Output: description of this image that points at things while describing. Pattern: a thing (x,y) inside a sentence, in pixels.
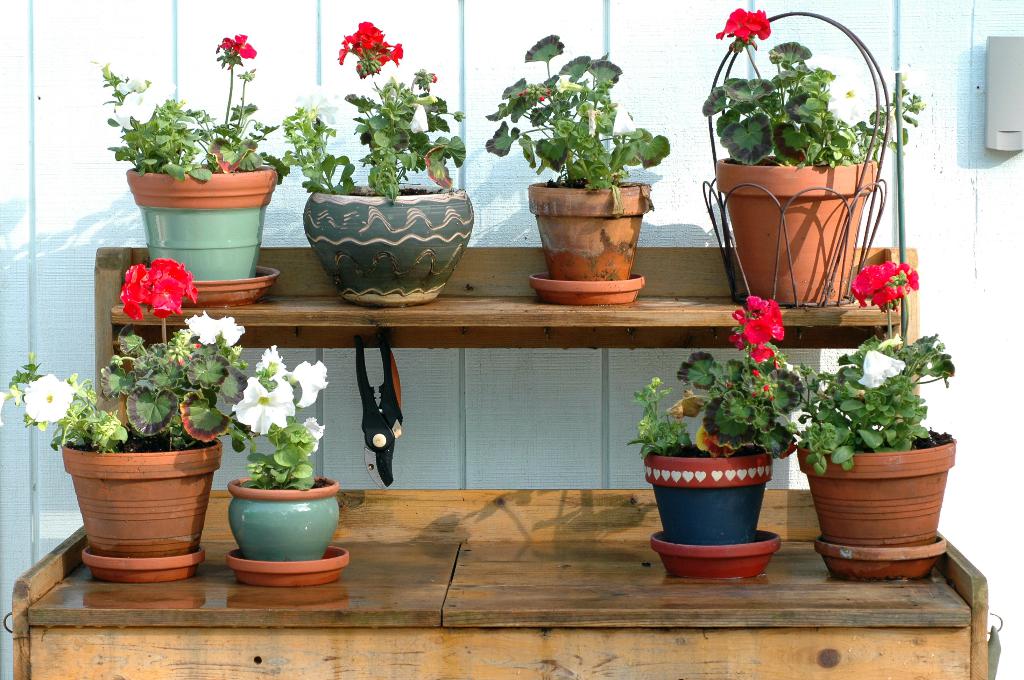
In the foreground (893,292) I can see house plants (194,444) which are kept on the tables (478,590). In the background (958,504) I can see a wall (74,253). This image is taken during a day outside the house (443,460).
